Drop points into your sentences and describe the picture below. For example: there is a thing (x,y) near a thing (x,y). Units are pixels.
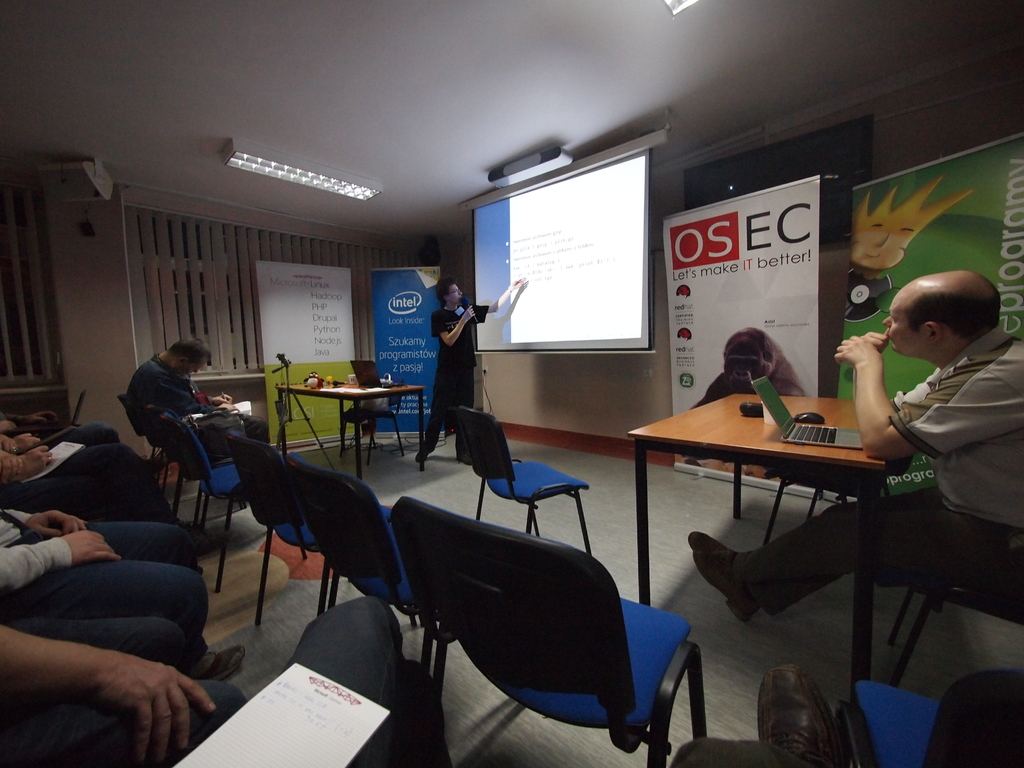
The image is taken in the room (397,374). On the right (765,592) there is a man (851,546) sitting on the chair (933,580). There is a table (822,459) before him. In the center of the image (565,350) there is a screen (551,268) we can also see a man (470,360) explaining. In the background (729,293) there are many boards (410,279). On the left (187,349) there are many people (164,550) sitting on the chairs (219,483). At the top (280,169) there are lights (296,170).
